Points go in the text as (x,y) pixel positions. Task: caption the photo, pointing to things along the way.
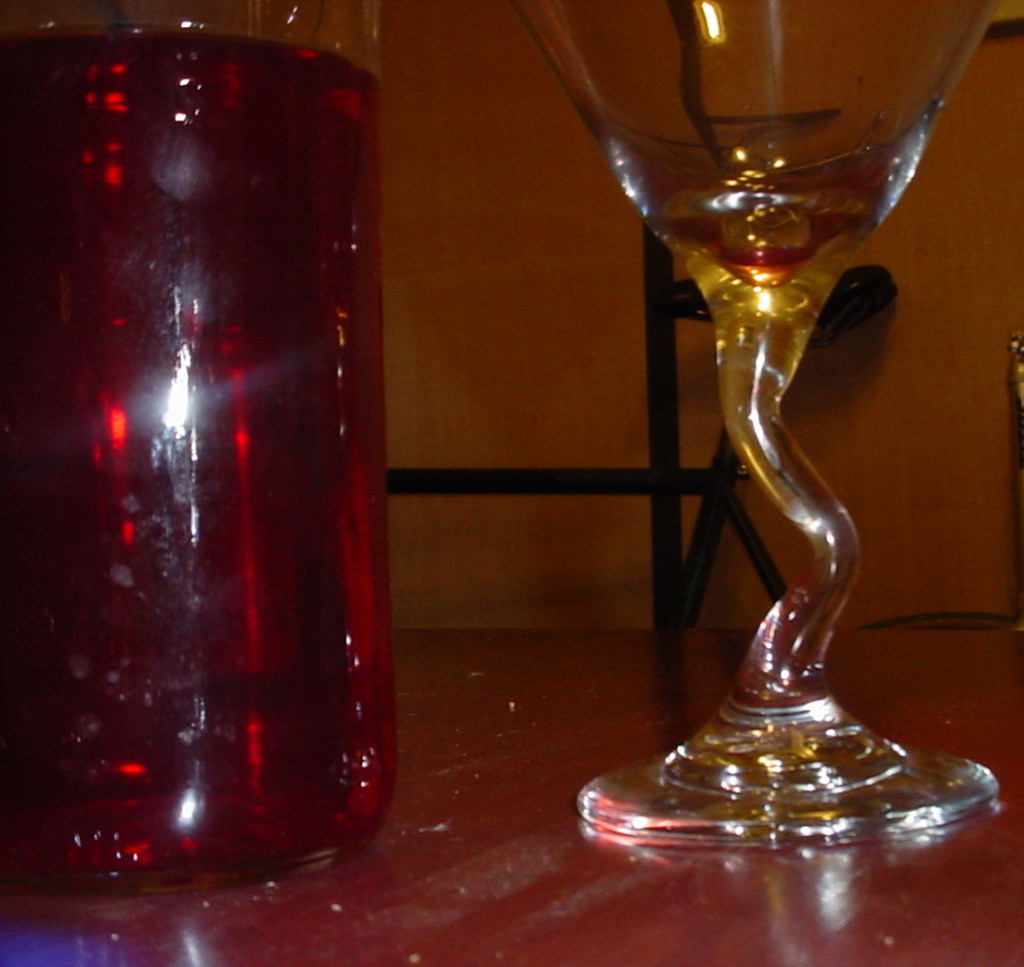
In this image there is a glass (804,700) on the right side (771,647). In the glass (739,316) there is some drink (749,265). On the left side (254,443) there is a glass jar (233,402) in which there is a drink (120,299) which is in red color. In the background (419,308) there is a wall (442,277). In front of the wall (448,265) there are poles (659,404).
